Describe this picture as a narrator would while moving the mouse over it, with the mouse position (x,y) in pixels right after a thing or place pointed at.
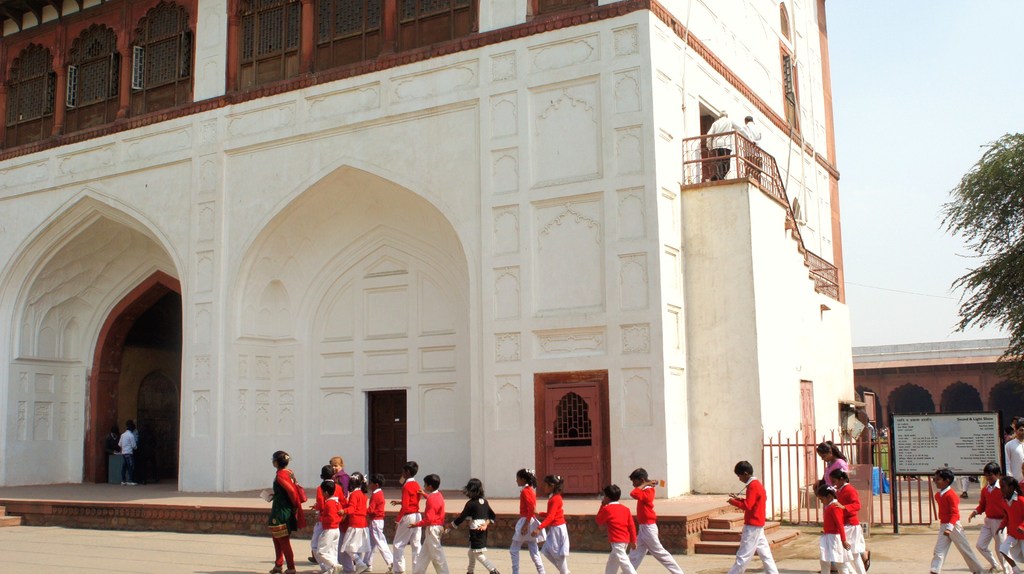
In this picture there are people (946,541) and we can see building (709,468), railing (931,496) and board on grille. On the right side of the image (1008,354) we can see leaves (1018,362). In the background of the image (921,397) we can see pillars (883,394), wall (884,378), board (916,419) and sky (919,230).
